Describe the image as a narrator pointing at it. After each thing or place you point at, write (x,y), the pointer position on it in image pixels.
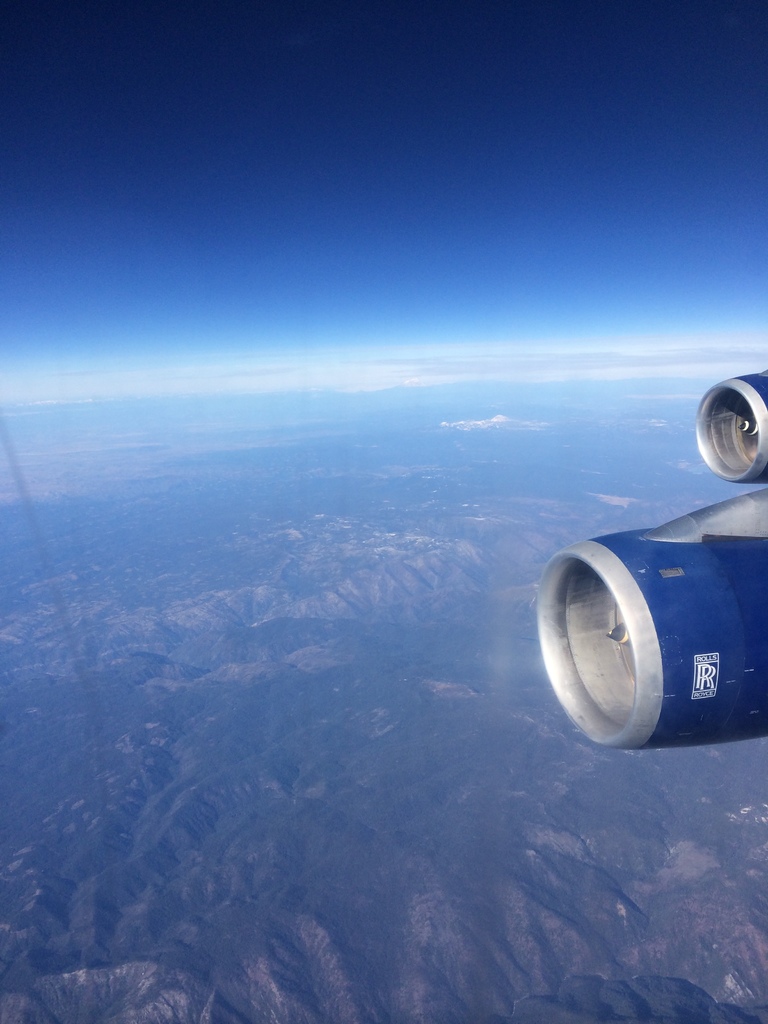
In this image we can see the engines (626,644) of an airplane (606,626) which is flying in the sky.
